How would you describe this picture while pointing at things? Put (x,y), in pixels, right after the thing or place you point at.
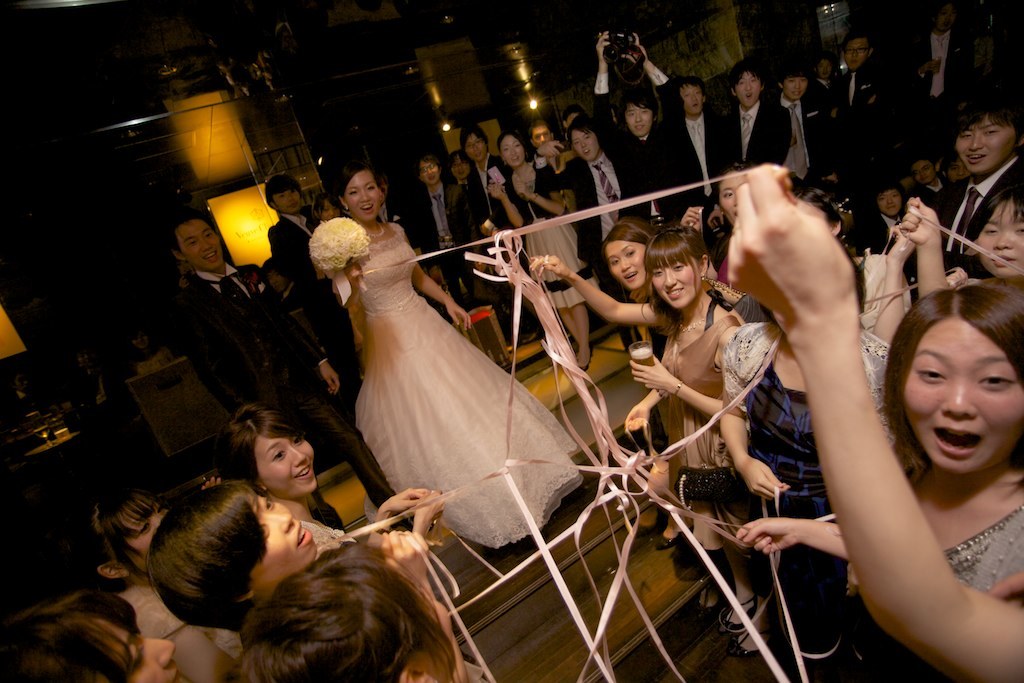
In this image there are many people (747,243) standing. In the center (417,328) there is a woman (440,368) holding a flower bouquet (352,240) in her hand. At the bottom (310,537) there the woman (634,314) holding ribbons (365,531) in their hands (433,515). In the background (673,161) there are people (513,136) standing. In the background (459,55) there is a wall (104,267).
